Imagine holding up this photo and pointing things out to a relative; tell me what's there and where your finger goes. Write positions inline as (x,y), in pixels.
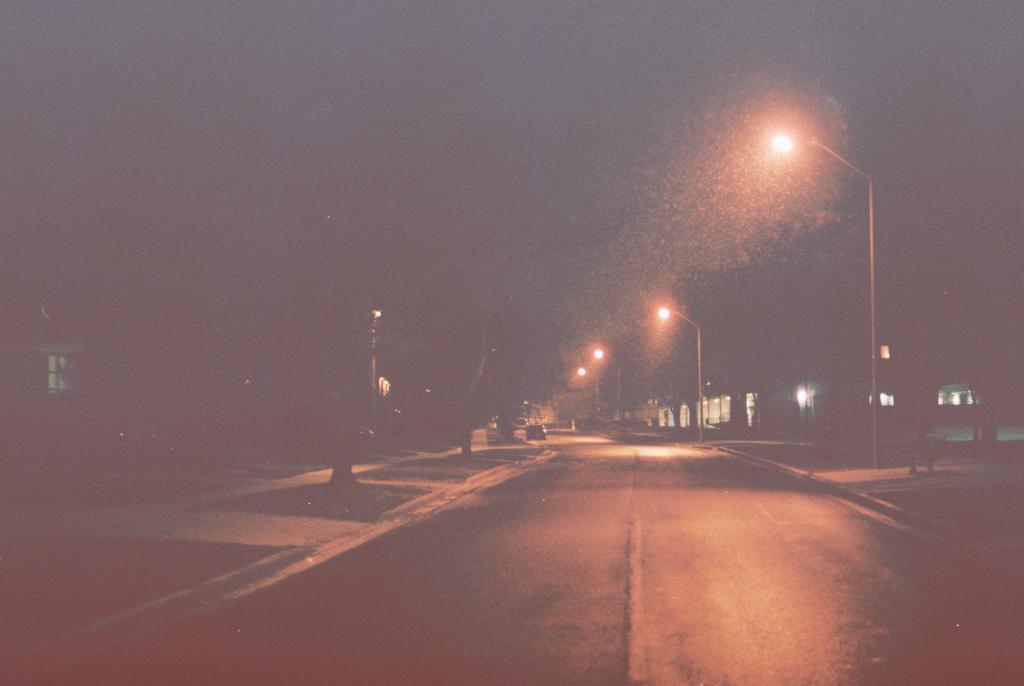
In this picture I can observe road (556,545) in the middle of the picture (644,451). On the right side of the picture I can observe street lights (874,257). The background (643,66) is completely dark.
